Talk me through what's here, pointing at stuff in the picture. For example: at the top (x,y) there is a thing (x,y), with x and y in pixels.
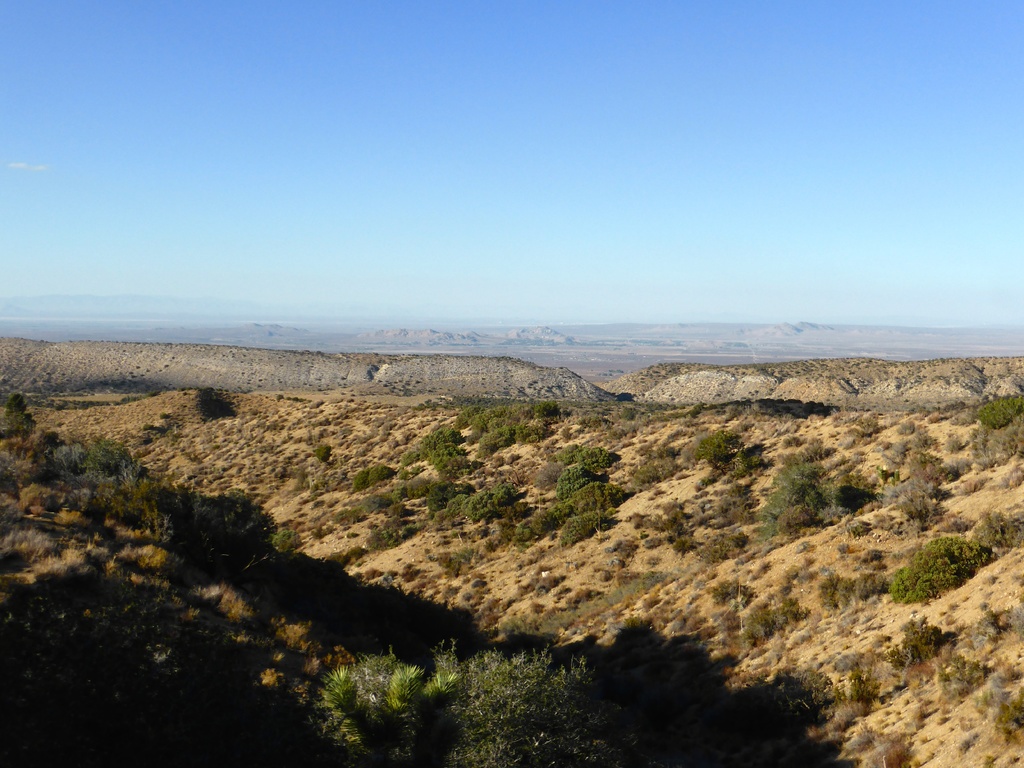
In this picture we can see plants (528,717), mountains (875,387) and in the background (288,76) we can see the sky (680,148).
